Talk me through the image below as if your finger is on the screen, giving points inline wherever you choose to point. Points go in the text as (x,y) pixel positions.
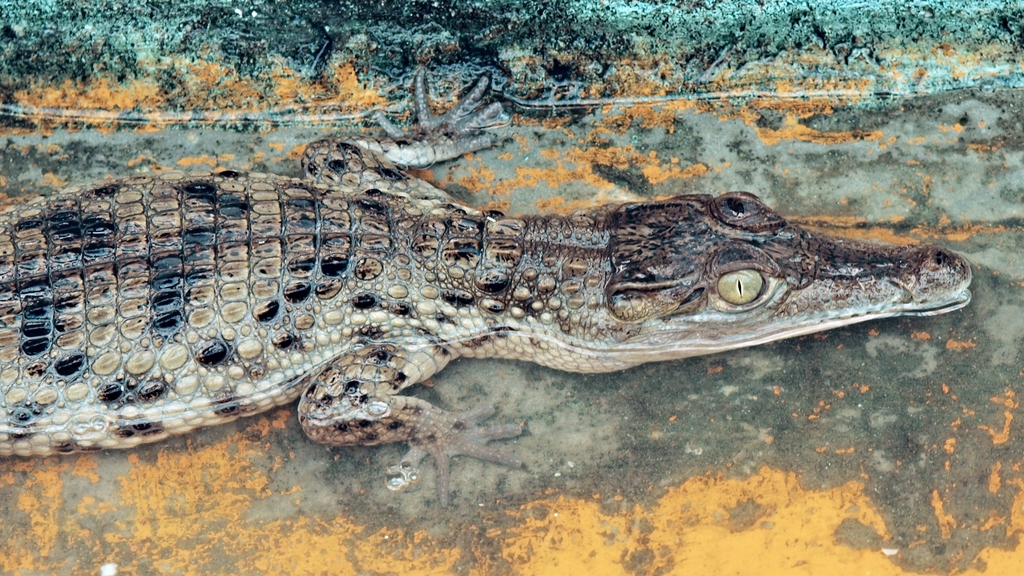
In this image I can see a crocodile (506,351).
